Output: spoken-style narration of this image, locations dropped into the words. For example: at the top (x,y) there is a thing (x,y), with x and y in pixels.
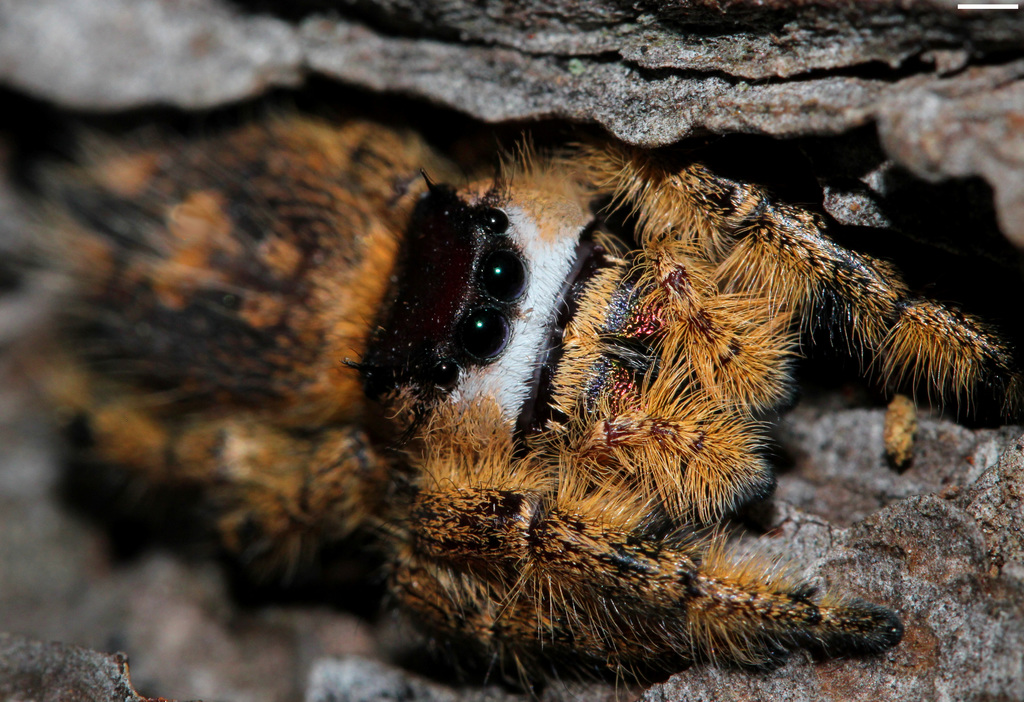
In this picture we can observe an animal (220,369) which is in brown color. We can observe a stone (881,491) here.
